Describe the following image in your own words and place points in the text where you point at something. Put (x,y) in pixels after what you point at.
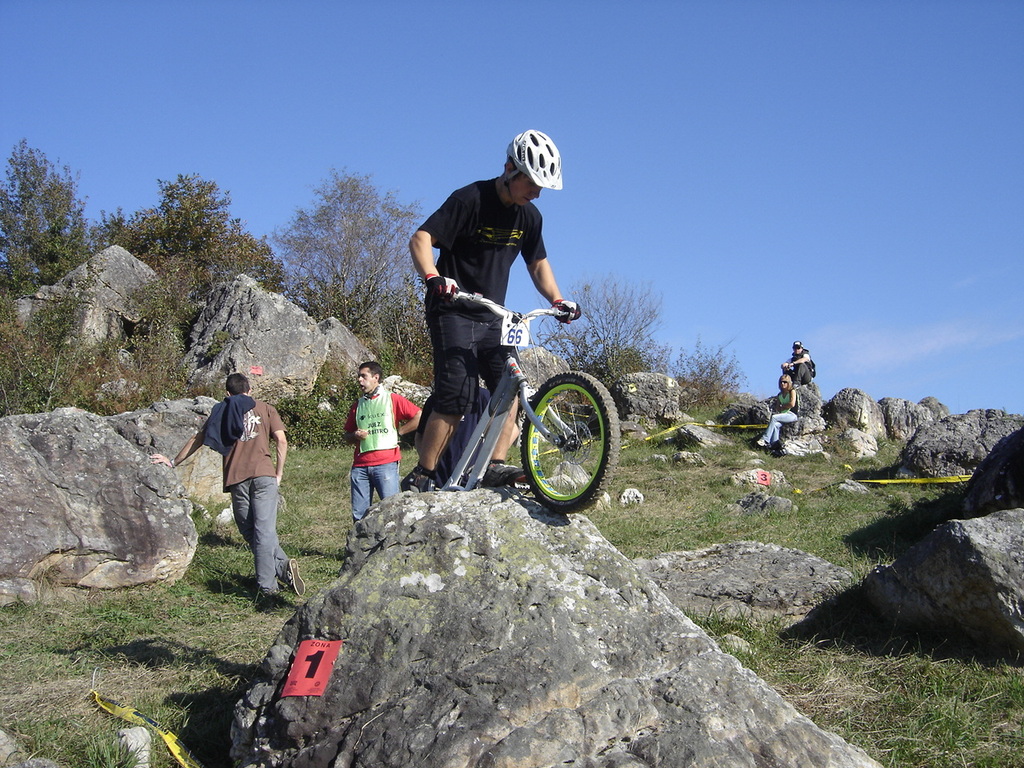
This is the picture outside of the city. There is a man (435,309) riding the bicycle (487,441). At the back (254,476) there are two persons (260,533) standing behind the rock (421,522), at the back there are two persons (794,411) sitting on the rock (789,447). At the top (707,52) there is a sky (771,52), at the back (64,236) there is a tree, at the bottom (911,643) there is a grass (889,680) and rocks (727,579).
